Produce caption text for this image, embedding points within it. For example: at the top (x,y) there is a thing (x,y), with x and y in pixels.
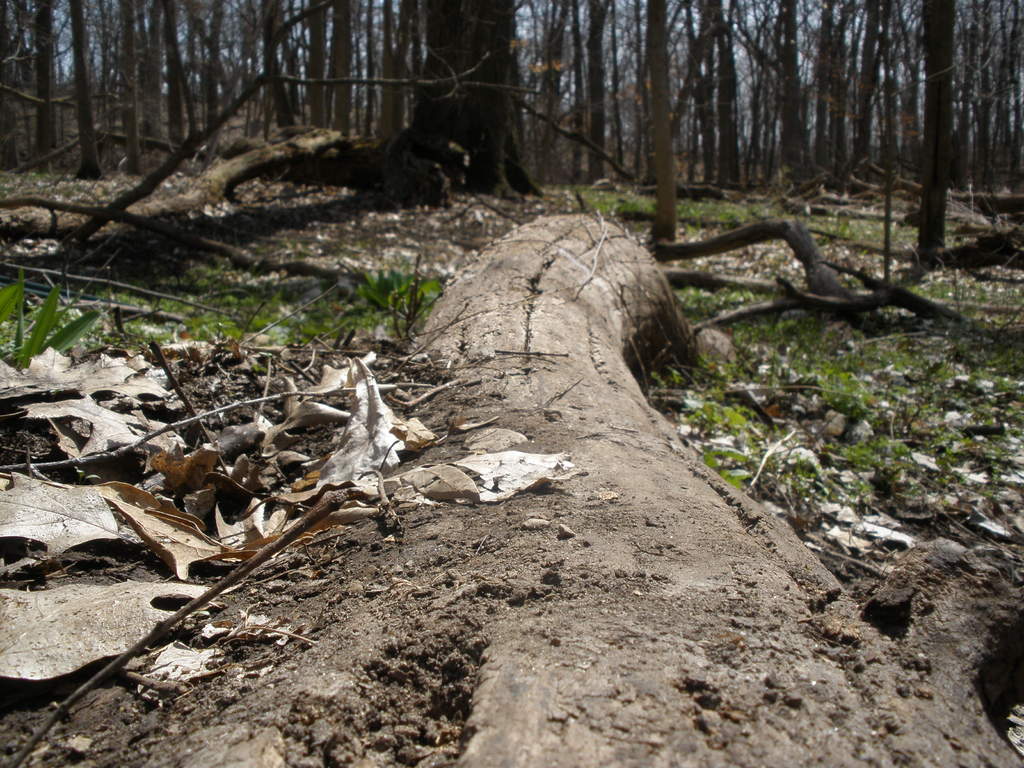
In the image we can see there is a dry tree trunk (579,424) on the ground (595,211) and there are dry leaves (119,430) and grass (997,435) on the ground (701,304). Behind there are lot of tree trunks (778,79).
